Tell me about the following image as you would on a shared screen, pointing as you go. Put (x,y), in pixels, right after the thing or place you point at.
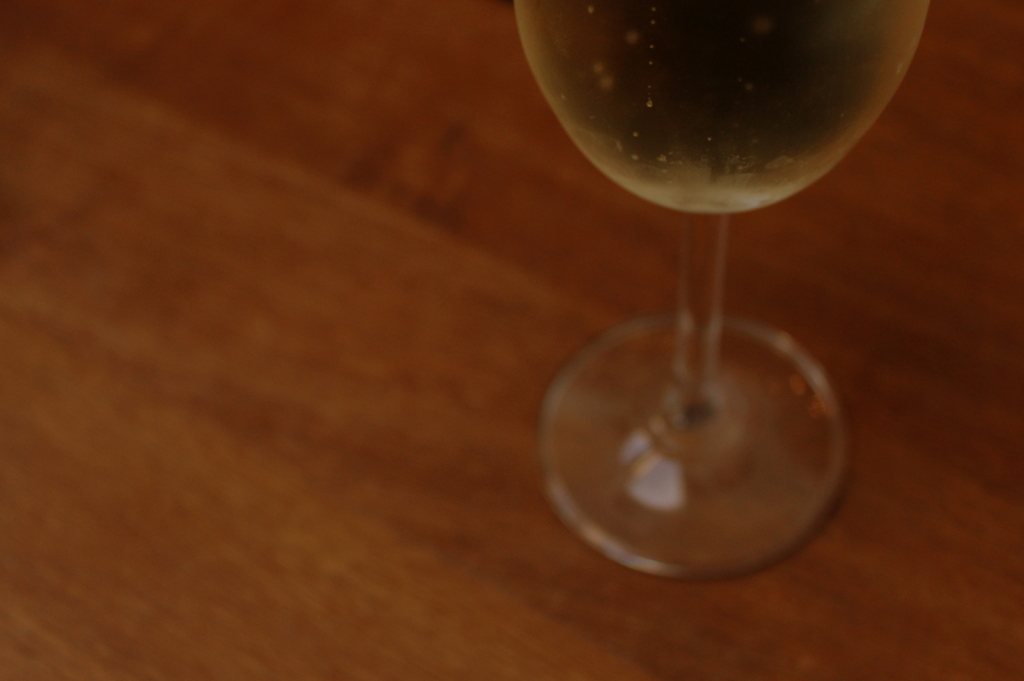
In this image there is one glass (671,372) kept on a wooden surface (466,327) as we can see on the right side of this image (773,411).
